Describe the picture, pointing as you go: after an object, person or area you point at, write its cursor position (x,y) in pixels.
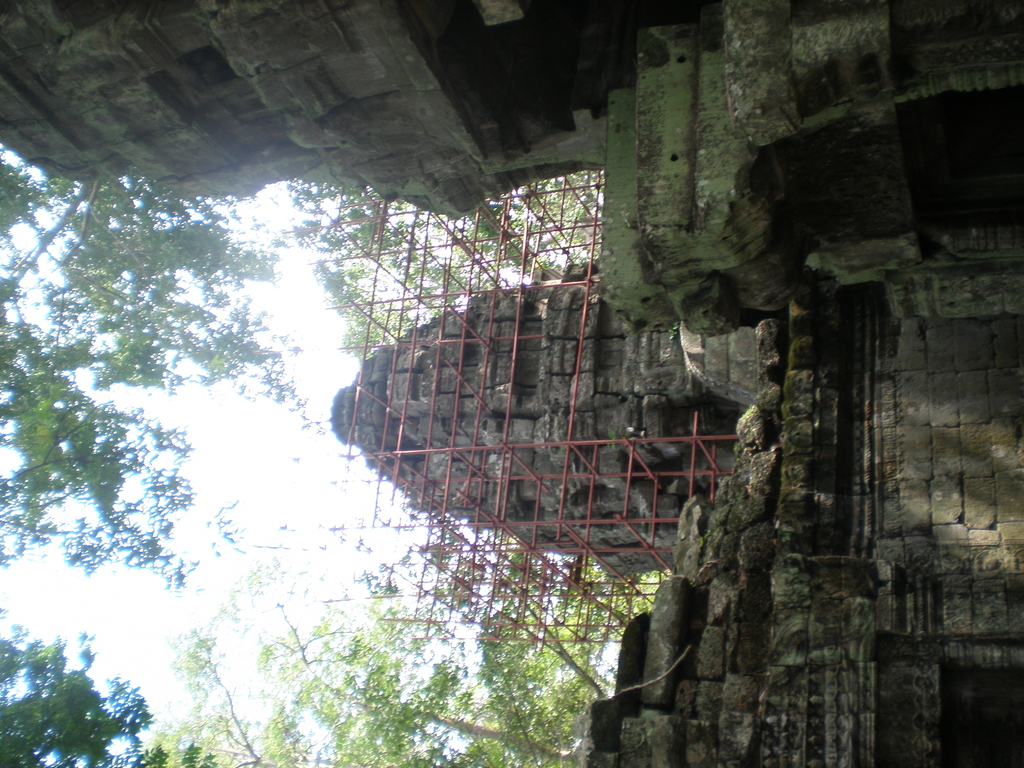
In this image I can see a building (719,202) in gray color, background (414,711) I can see trees (124,319) in green color and the sky (264,487) is in white color.
